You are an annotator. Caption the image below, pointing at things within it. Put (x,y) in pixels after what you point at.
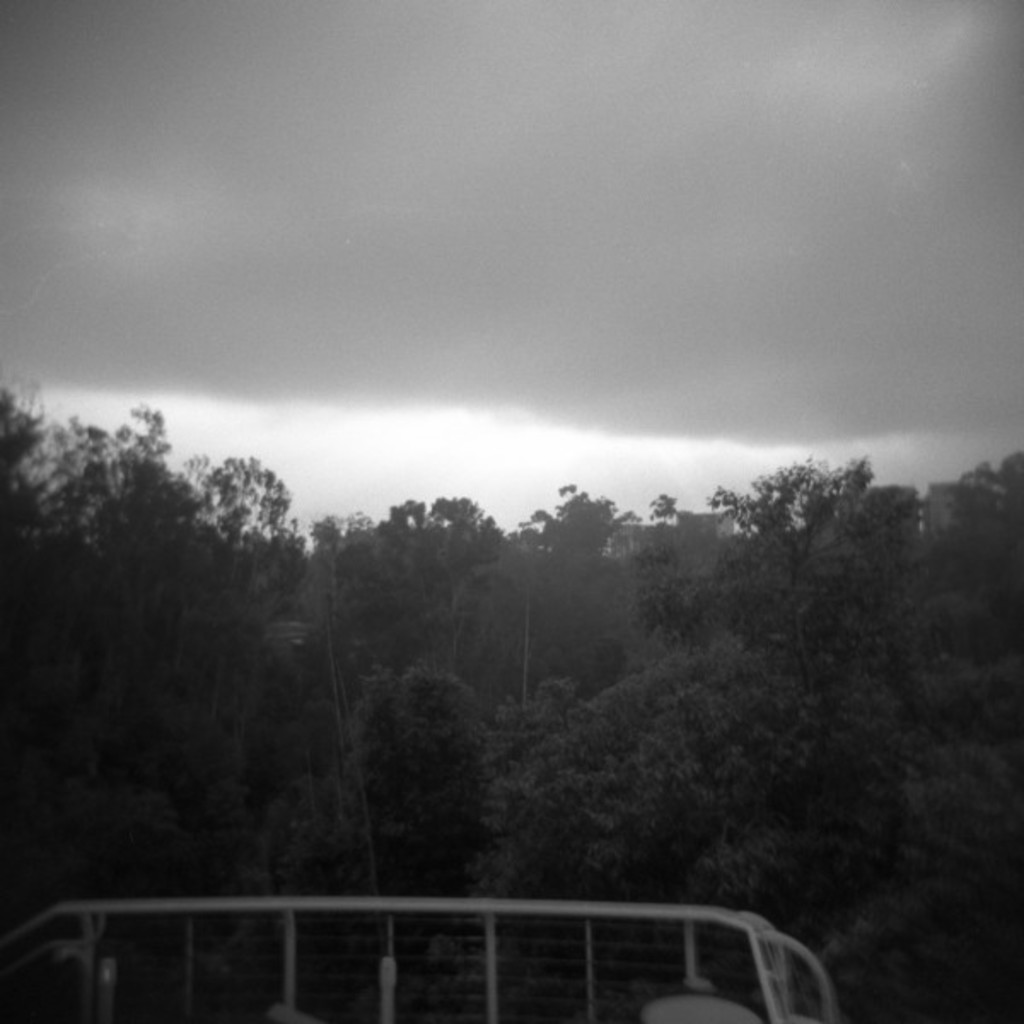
This is a black and white pic. At the bottom (424,906) we can see the fence (419,909). In the background (221,688) there are trees (329,626), buildings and clouds (478,345) in the sky (485,201).
